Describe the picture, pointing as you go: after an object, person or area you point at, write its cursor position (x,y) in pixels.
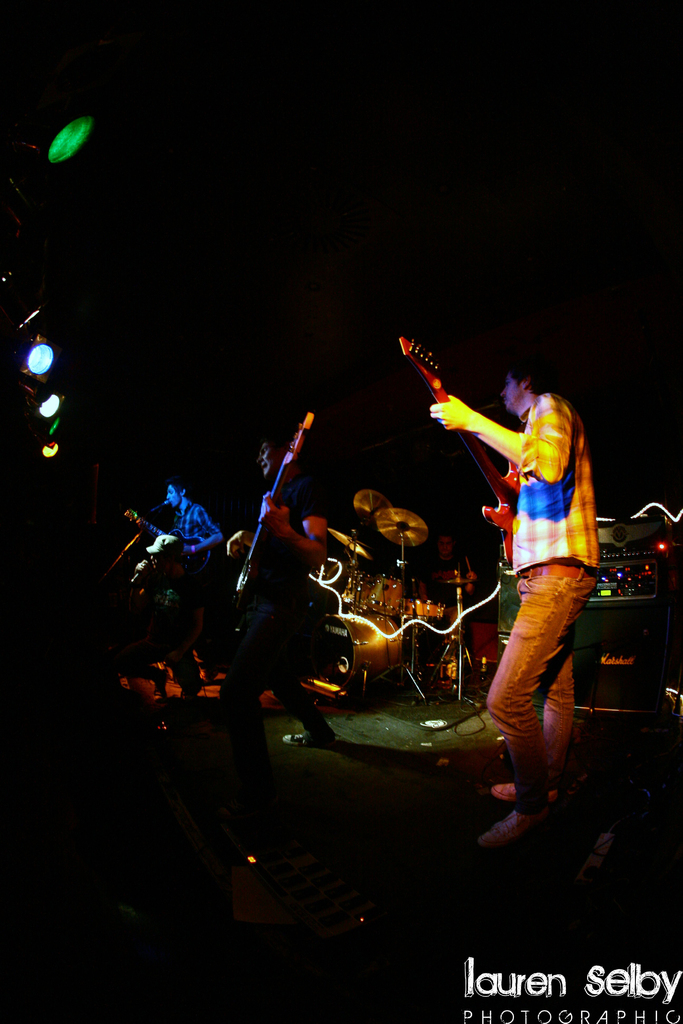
Here we can see a band (180,523) playing guitars (188,537) and drums (364,572) and a person (164,569) singing a song with a microphone (138,535) in front of him and there are colorful lights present on the left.
